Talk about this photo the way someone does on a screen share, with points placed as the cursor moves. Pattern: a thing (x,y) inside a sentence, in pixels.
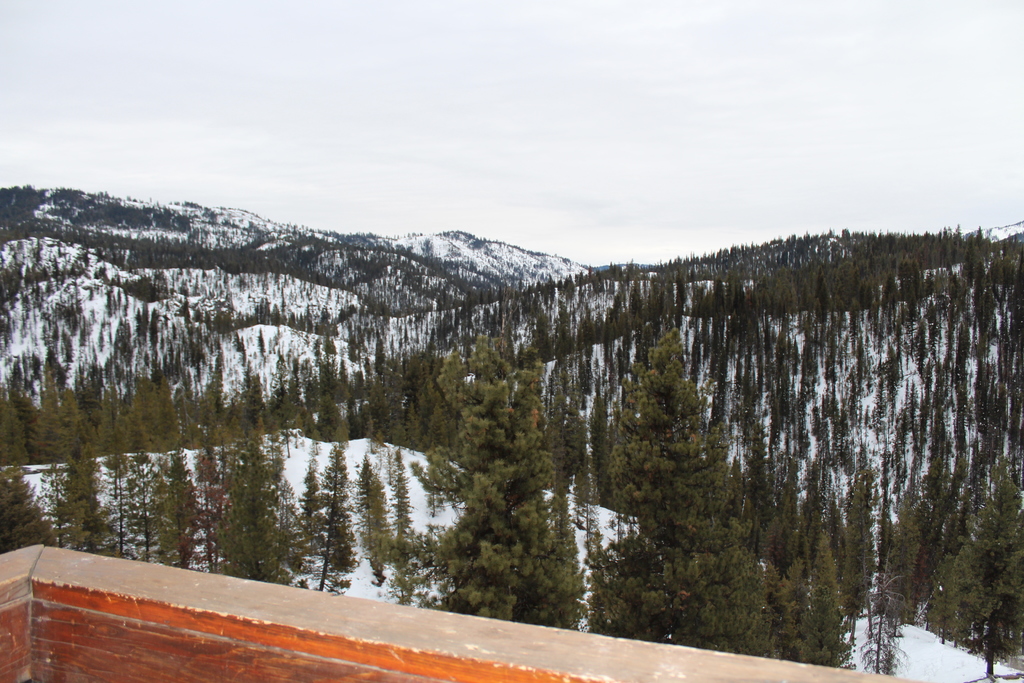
In this image on the left side (119,645) I can see the wall (180,662). In the background (353,521), I can see the hills (232,349) covered with the trees (275,471) and the snow (356,401). At the top (569,173) I can see the sky (333,129).
